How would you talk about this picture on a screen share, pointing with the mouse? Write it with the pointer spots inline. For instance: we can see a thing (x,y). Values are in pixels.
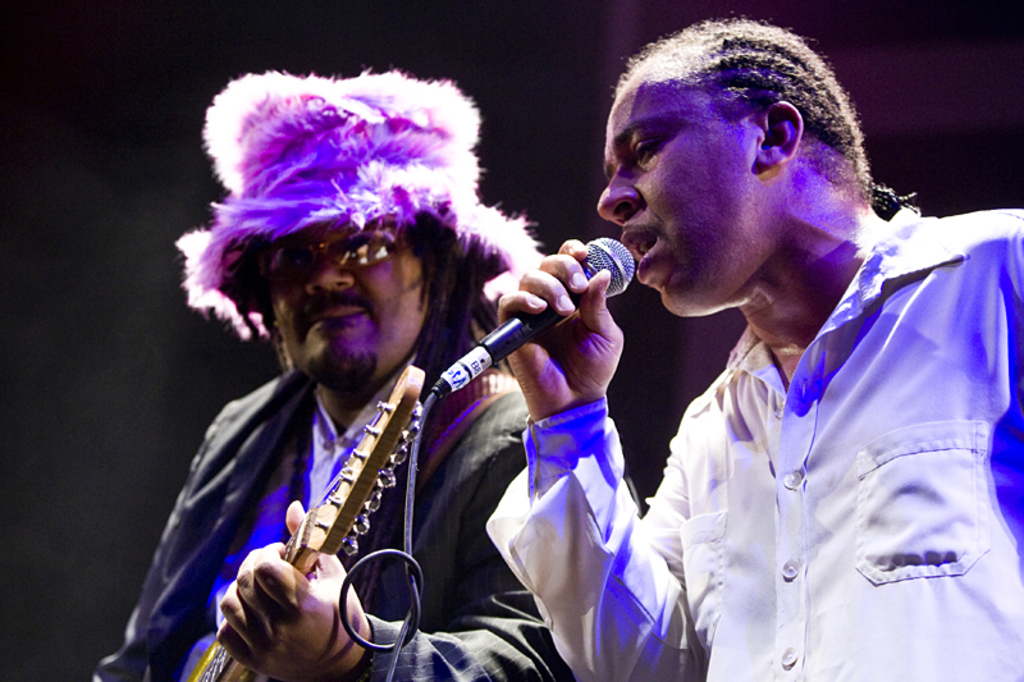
Here we can see a person (1013,312) standing on the right side (710,677). He is holding a microphone (595,264) in his hand (595,309) and he is singing on a microphone (605,238). There is another person (472,109) standing on the left side (231,537) and he is playing a guitar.
